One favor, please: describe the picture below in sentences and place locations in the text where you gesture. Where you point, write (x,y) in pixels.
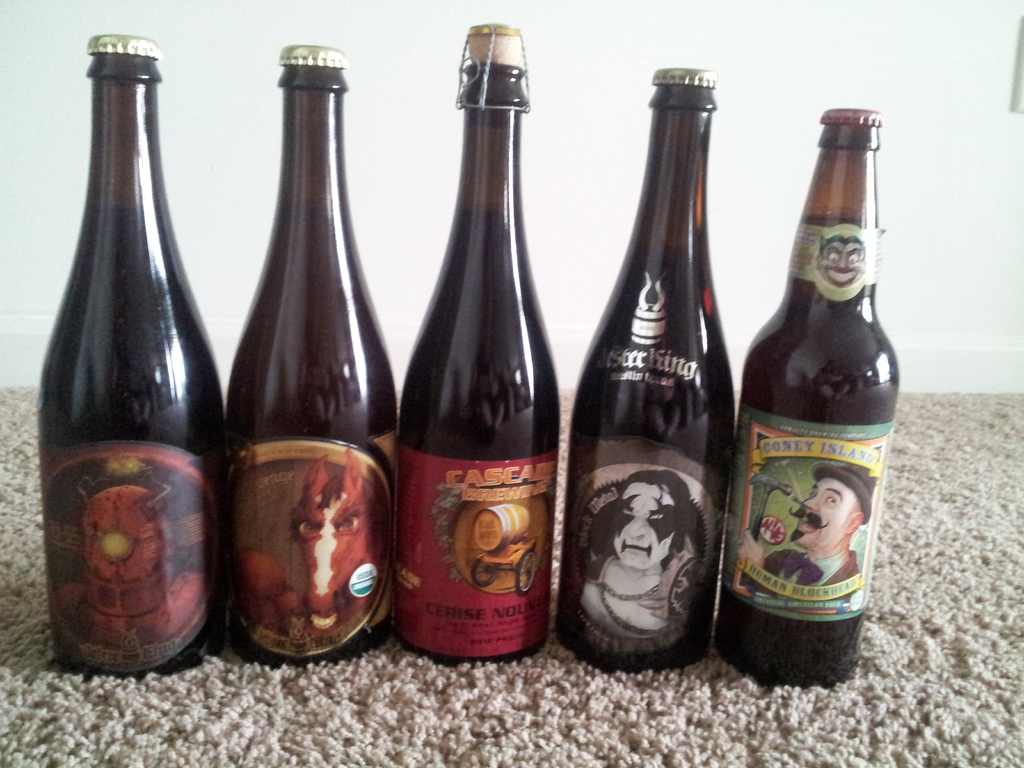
In this image we can see bottles (169,522) and a floor mat (417,657).
